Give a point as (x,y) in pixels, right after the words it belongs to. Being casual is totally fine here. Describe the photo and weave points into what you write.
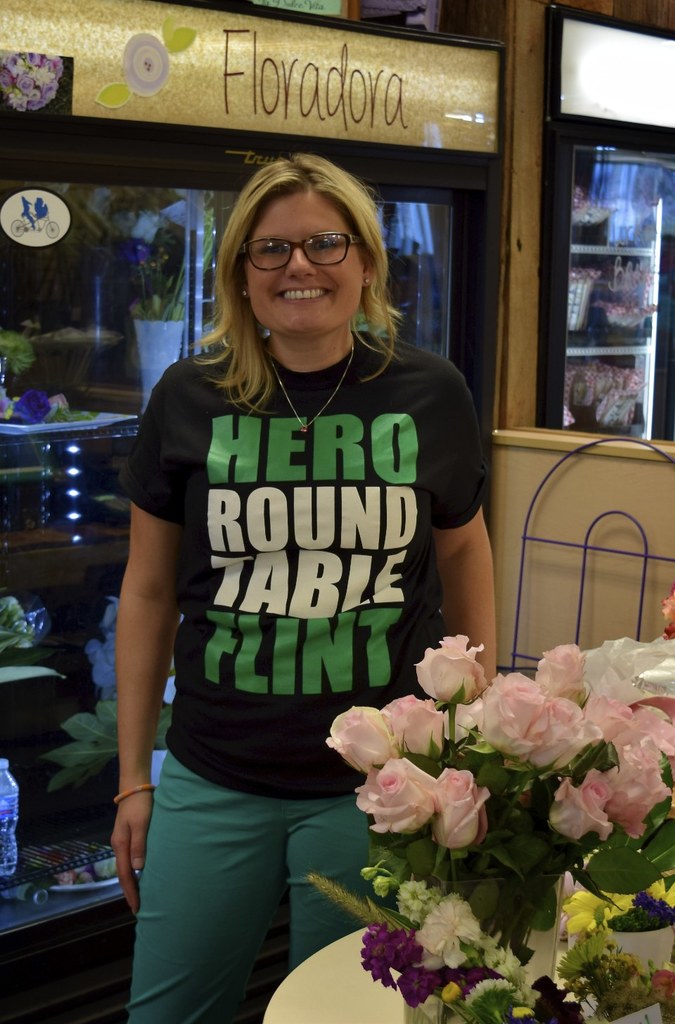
In the center of the image (271,537) there is a woman (274,721) standing on the floor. On the bottom right corner (630,721) there is a flower vase (520,913) on the table (285,1017). In the background (368,80) there is a refrigerator (145,216) and another refrigerator (560,299).
